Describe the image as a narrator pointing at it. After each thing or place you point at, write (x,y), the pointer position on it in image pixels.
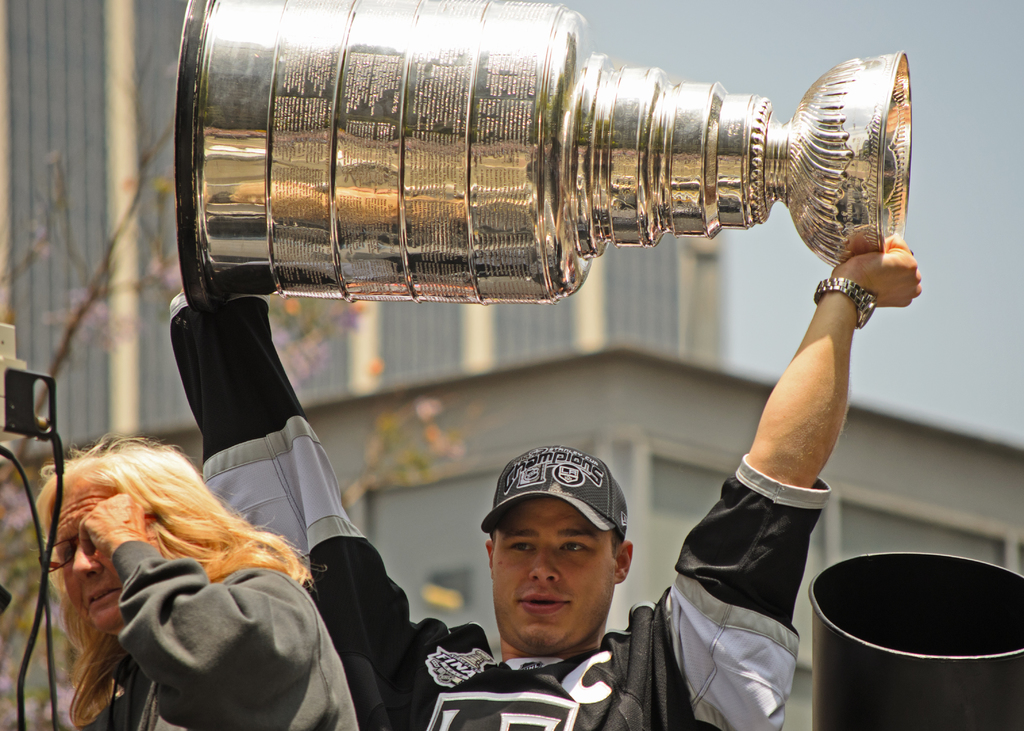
In this image in the center (364,253) there is one person (588,568) who is standing and he is holding something in his hands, beside him there is another person (135,582) wires (42,584) and box (861,620). In the background (578,367) there are some buildings (74,281) and a tree (90,312), and the top of the image (759,25) there is sky (873,34).
